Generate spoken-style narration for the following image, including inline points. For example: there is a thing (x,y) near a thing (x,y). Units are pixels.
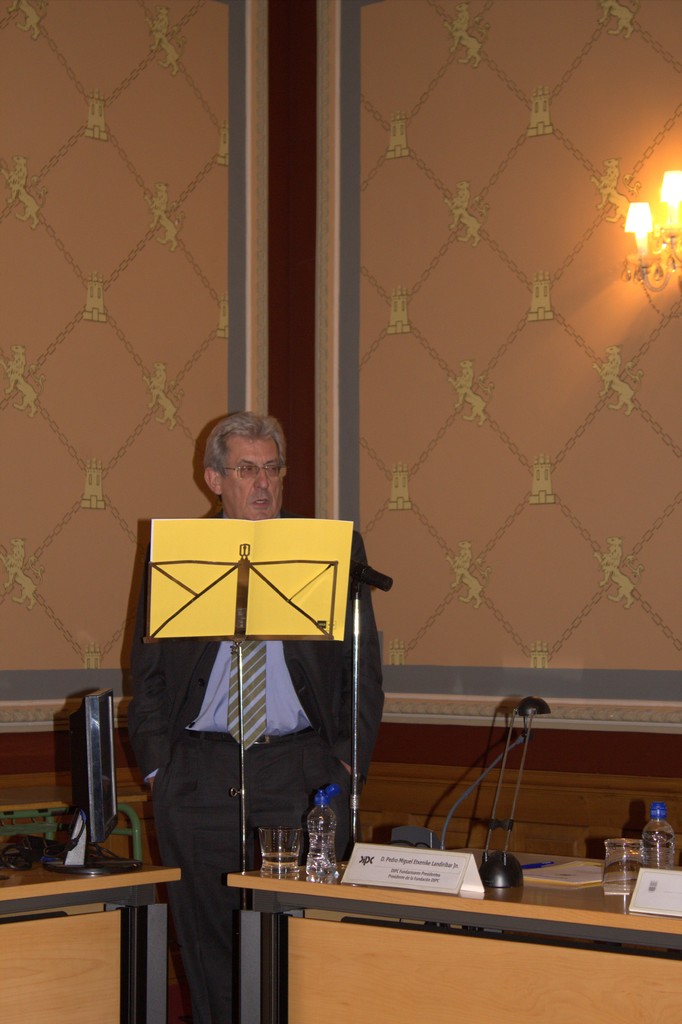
In this image there is an old man (212,689) who is standing behind the tables (340,890). On the table (553,948) there is a nameplate (425,880), water bottle (322,858), glass (281,836) and a lamp (498,868). On the top right (669,178) there is a light (631,210). On left bottom corner (74,726) there is a monitor (115,808).
